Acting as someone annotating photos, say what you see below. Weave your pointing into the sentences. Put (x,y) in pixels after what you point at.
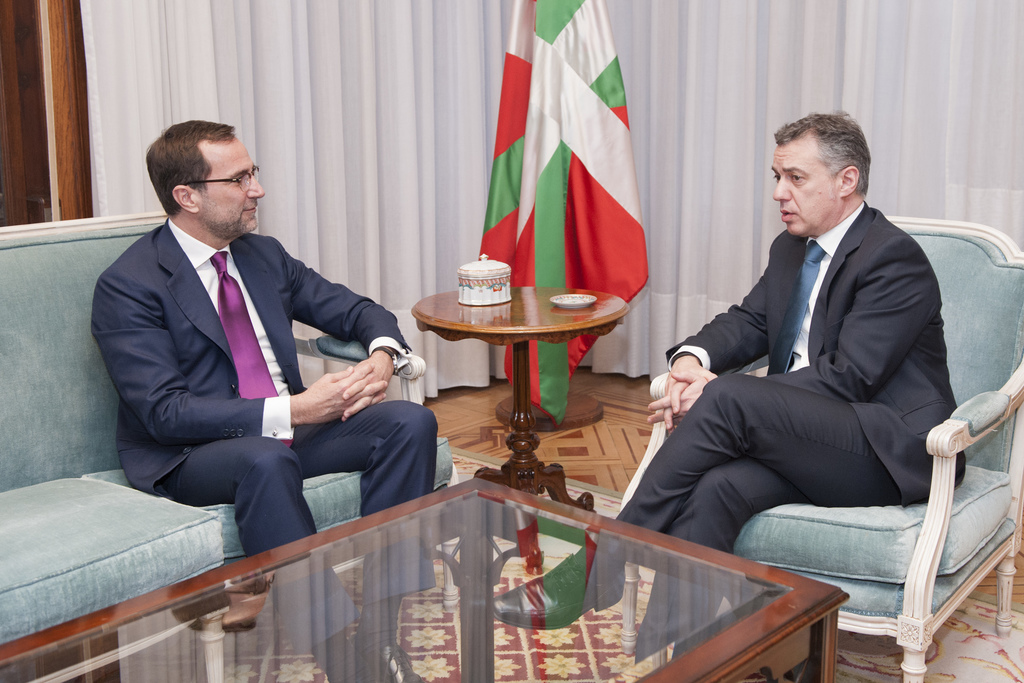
In this image, there are two persons (788,266) wearing clothes (250,307) and footwear (573,576). These two persons (790,409) sitting on the chair (904,559). There is a table (435,602) in front of these persons (431,479). There is a flag (548,176) on the top of the center of the image (545,242). One person (249,219) wearing spectacles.
